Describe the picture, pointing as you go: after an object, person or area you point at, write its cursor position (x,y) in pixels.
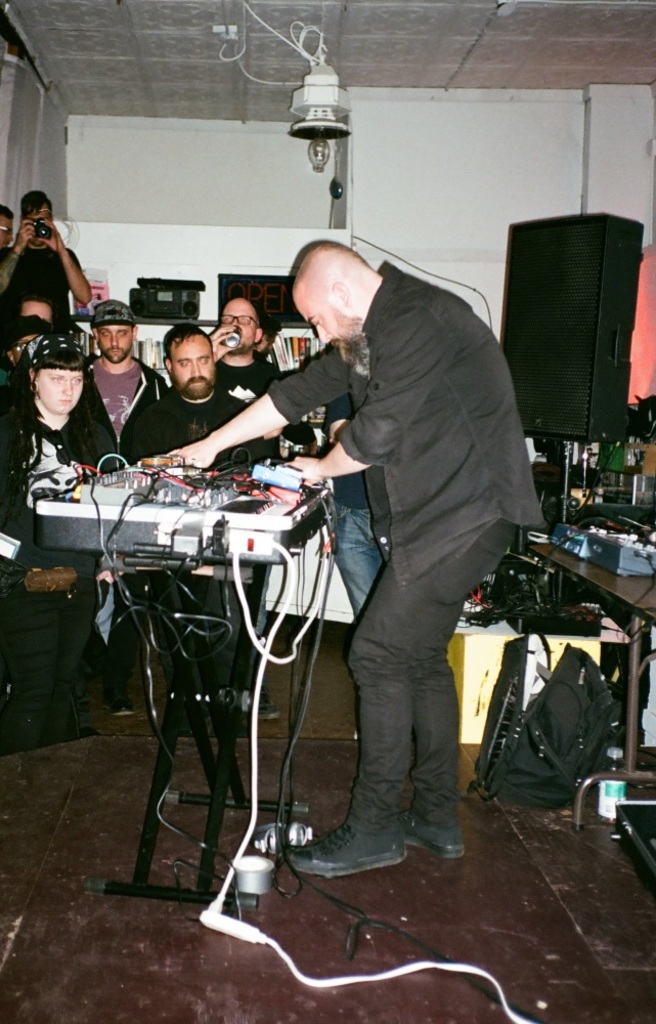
In this picture we can see the man (409,504) wearing a black shirt (409,422), standing and playing the music instrument (165,513). Behind we can see some people (143,373) standing and looking to him. Behind there is a black speaker (522,223) and white wall (249,228).
